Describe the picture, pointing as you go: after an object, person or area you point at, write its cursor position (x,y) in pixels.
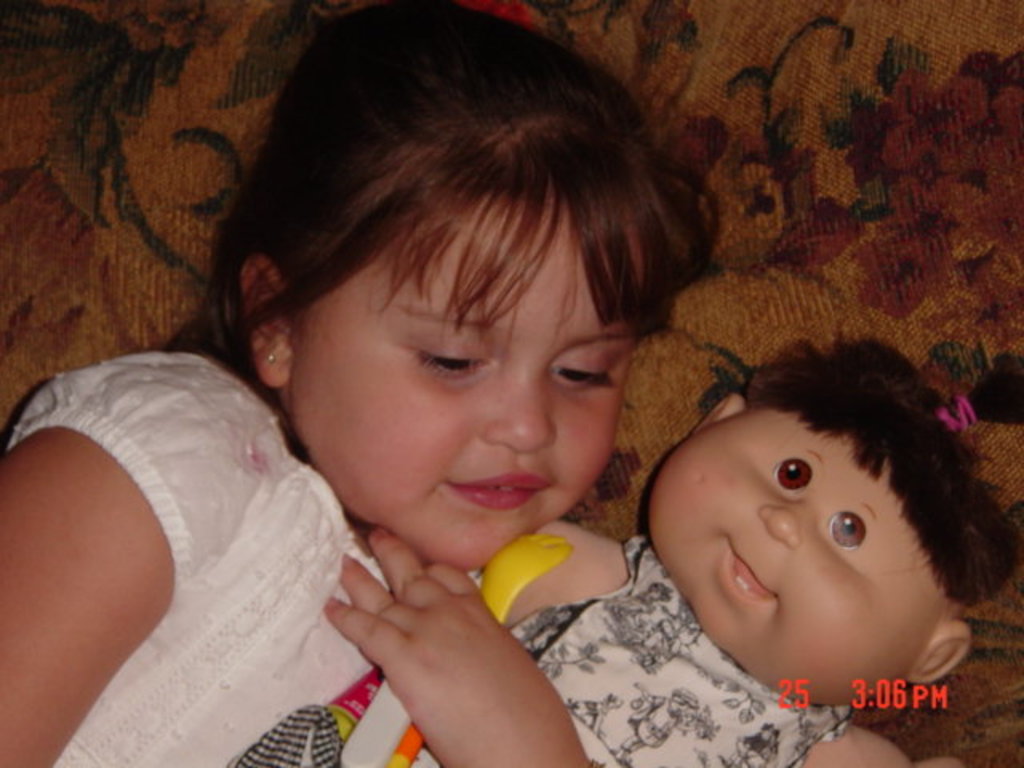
In this image, we can see a kid (407,174) wearing clothes (302,536) and holding a doll (552,570) with her hand (549,711).
